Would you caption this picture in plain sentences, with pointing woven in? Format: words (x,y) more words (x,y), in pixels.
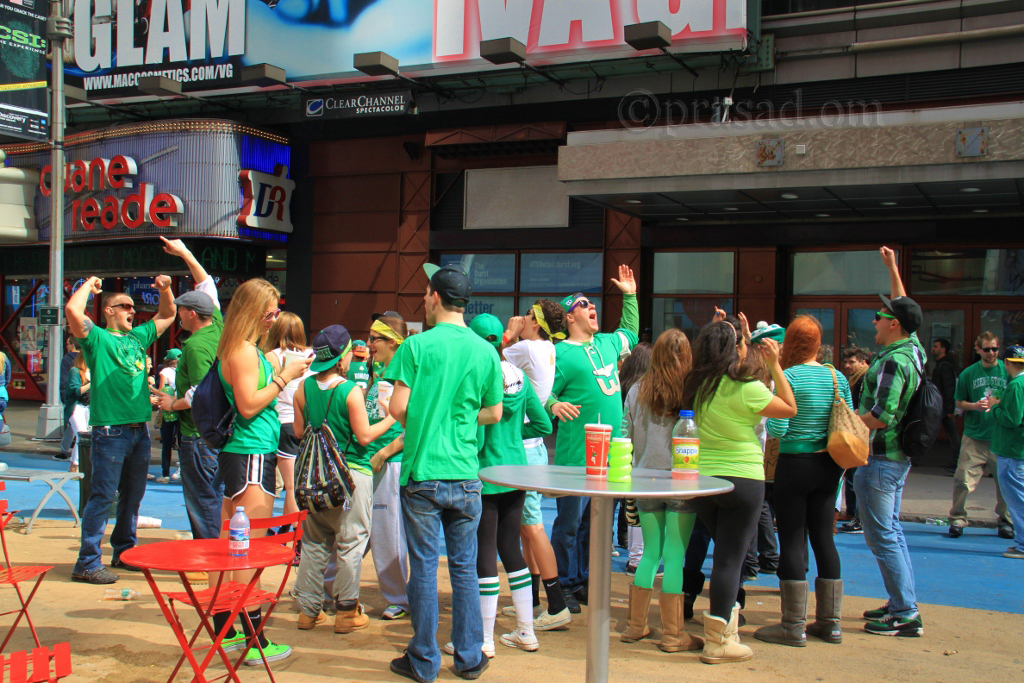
In this image, so many people (713,330) are standing. Few are wearing a bags (323,448). And here there is a cap (329,348) she wear. There are 2 tables (206,558) in the image. Here we can see bottles (611,452), chairs (202,596). At the background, we can see buildings (746,213) with banners (302,48) and lights (364,68). Here pole (53,147).
